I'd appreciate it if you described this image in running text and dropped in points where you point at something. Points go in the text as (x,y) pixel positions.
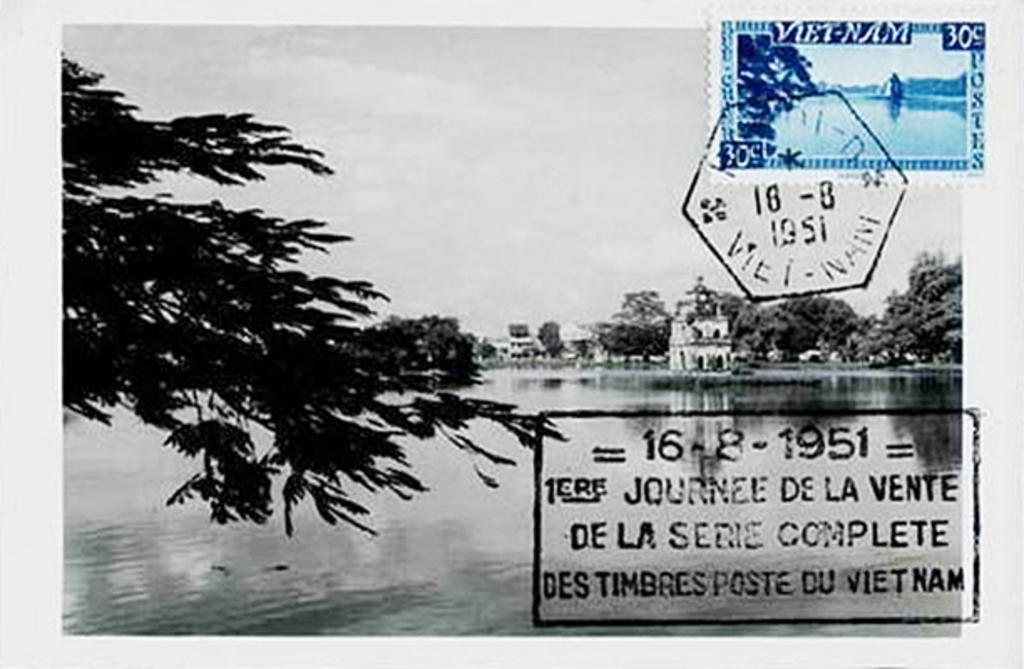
This is a black and white picture. At the bottom (446,592), we see water (446,573) and this water (452,496) might be in the lake (564,396). On the left side (228,239), we see a tree (136,344). There are trees (751,326) and buildings (530,353) in the background (763,334). At the top (532,202), we see the sky (488,335). On the right side (840,534), we see some text (912,482) written. It might be the stamp (758,557). This picture might be a poster or it might be an edited image.
